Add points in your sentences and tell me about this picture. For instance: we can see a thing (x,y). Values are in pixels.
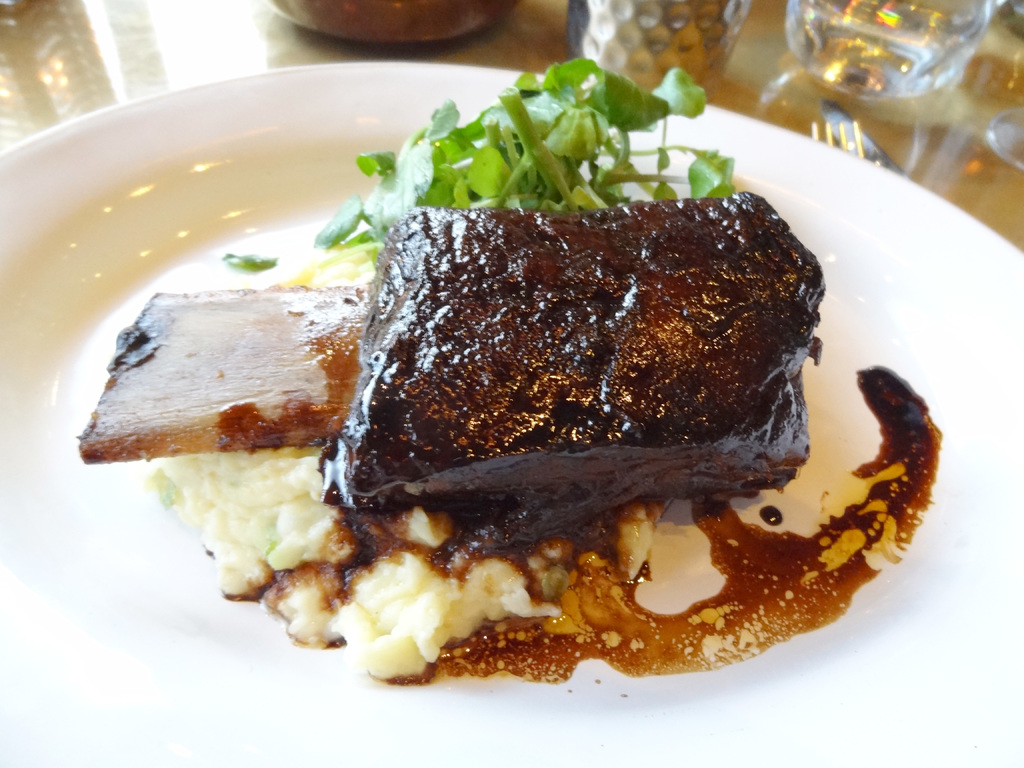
In the foreground of this image (600,412), there is some food (570,284) and leafy vegetables (490,160) on a white platter (227,205). At the top (912,27), it seems like glasses (829,20), fork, knife (856,144) and an object (390,14) on the surface (142,52).
